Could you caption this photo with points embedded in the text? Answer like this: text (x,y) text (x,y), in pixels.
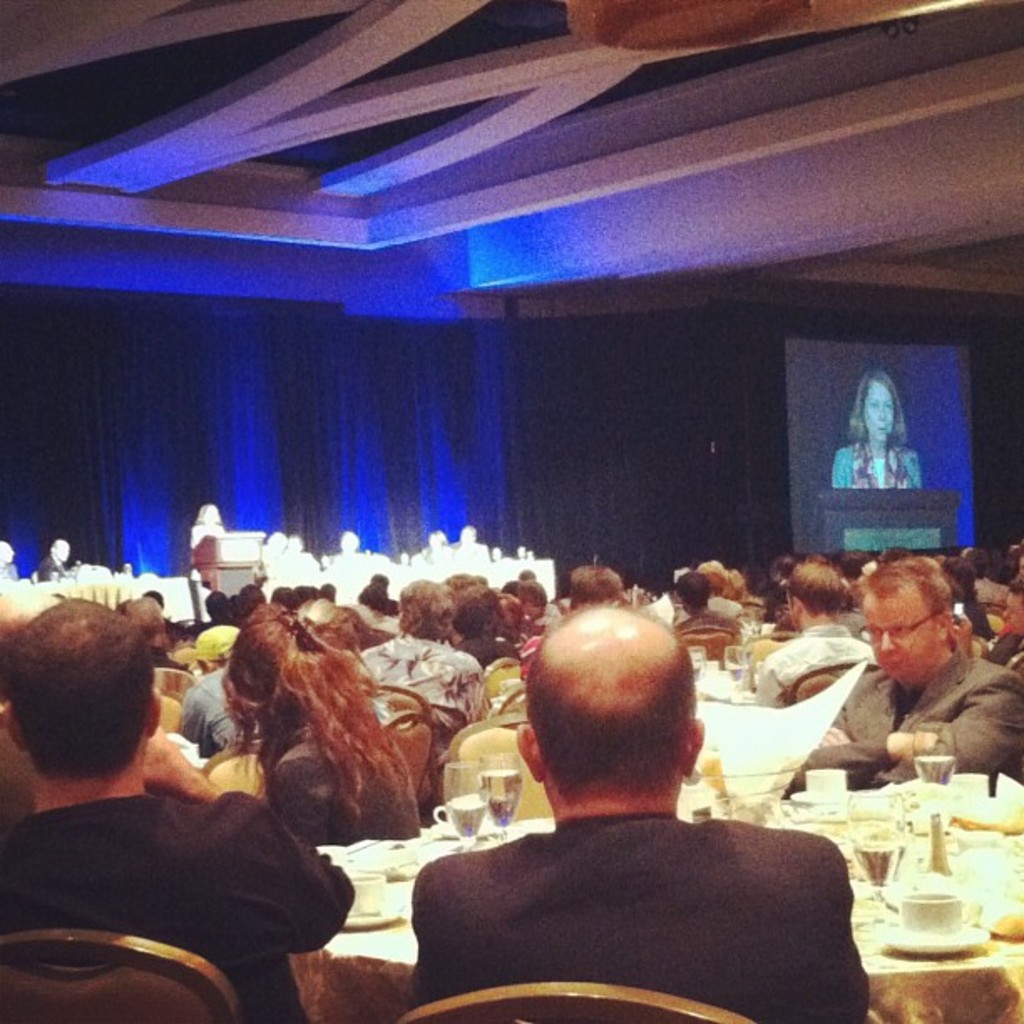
This image is clicked in room (65,301) where there are so many tables (853,914) and chairs (516,756). People (549,804) are sitting on chair (193,1016) around the tables (911,889). On table (925,858) there are Cup (929,921), saucer (929,938), glasses (879,853), plates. On the left side (234,566) there is a podium (248,559) and a person (217,523) is standing near that podium (200,552). There is a screen (817,434) on the right side (852,472). There are lights (516,236) on the top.
